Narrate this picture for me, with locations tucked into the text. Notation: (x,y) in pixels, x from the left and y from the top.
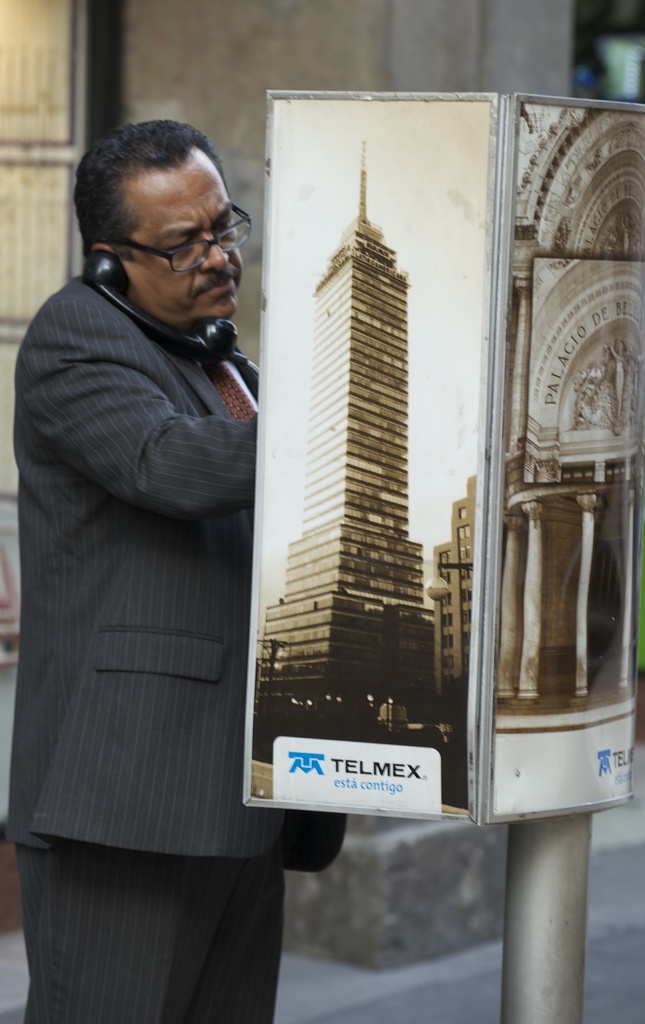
Here in this picture we can see a man (180,210) wearing a suit (106,541) and standing over a place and in front of him we can see a telephone (109,276) present on a pole (580,829), that is covered with boards (595,424) and on that boards (352,634) we can see buildings (400,478) present and we can see the man (242,367) is holding the telephone (157,330) near to his ears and he is also wearing spectacles (190,262).
